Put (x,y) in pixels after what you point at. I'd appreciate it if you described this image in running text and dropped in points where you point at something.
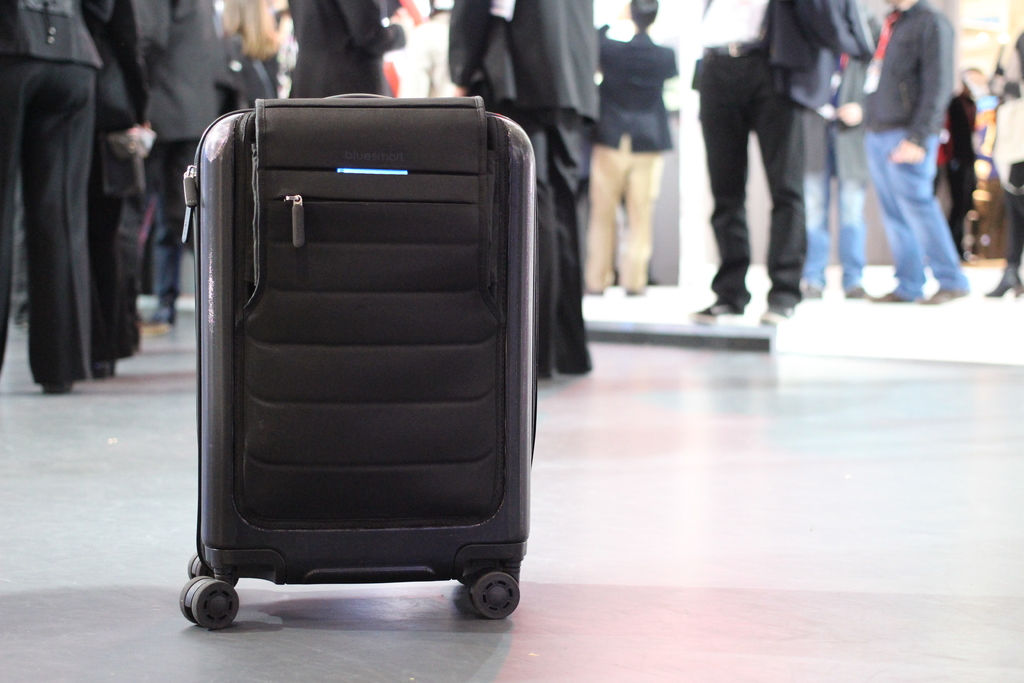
There is a briefcase (438,266) and this is floor (745,507). Here we can see some persons (633,161) are standing on the floor (972,386).
